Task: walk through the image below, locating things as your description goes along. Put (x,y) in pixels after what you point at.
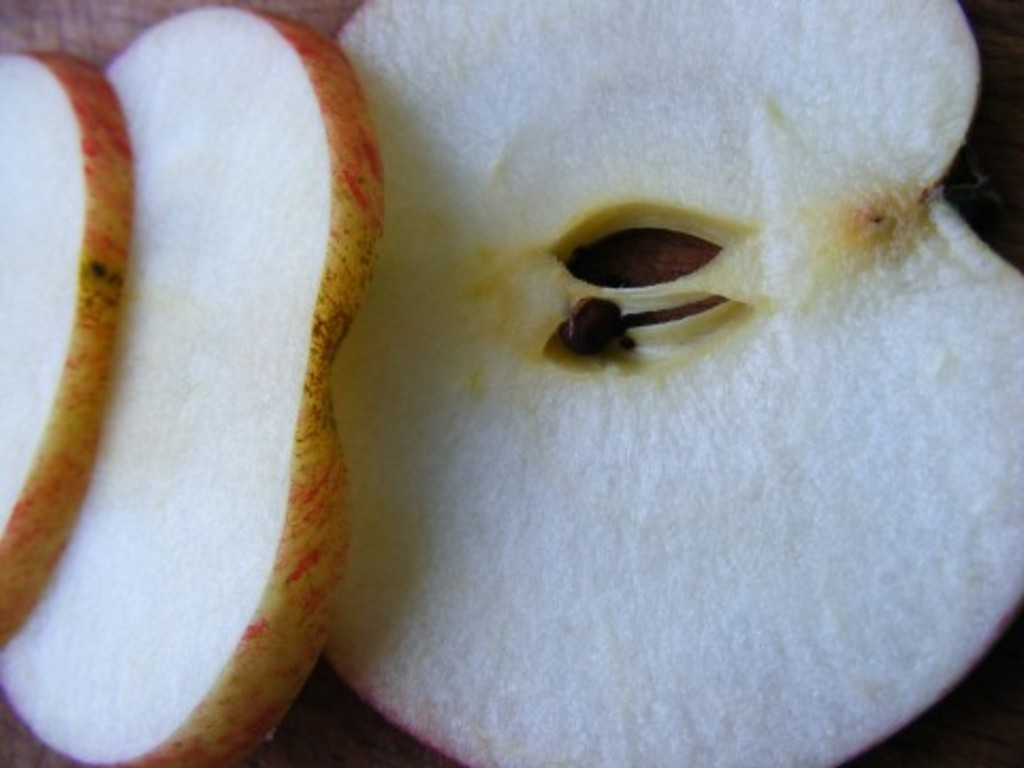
In this picture we can observe slices (401,424) of apple (620,458). There are in white and red color. We can observe a brown color seed (595,331).
